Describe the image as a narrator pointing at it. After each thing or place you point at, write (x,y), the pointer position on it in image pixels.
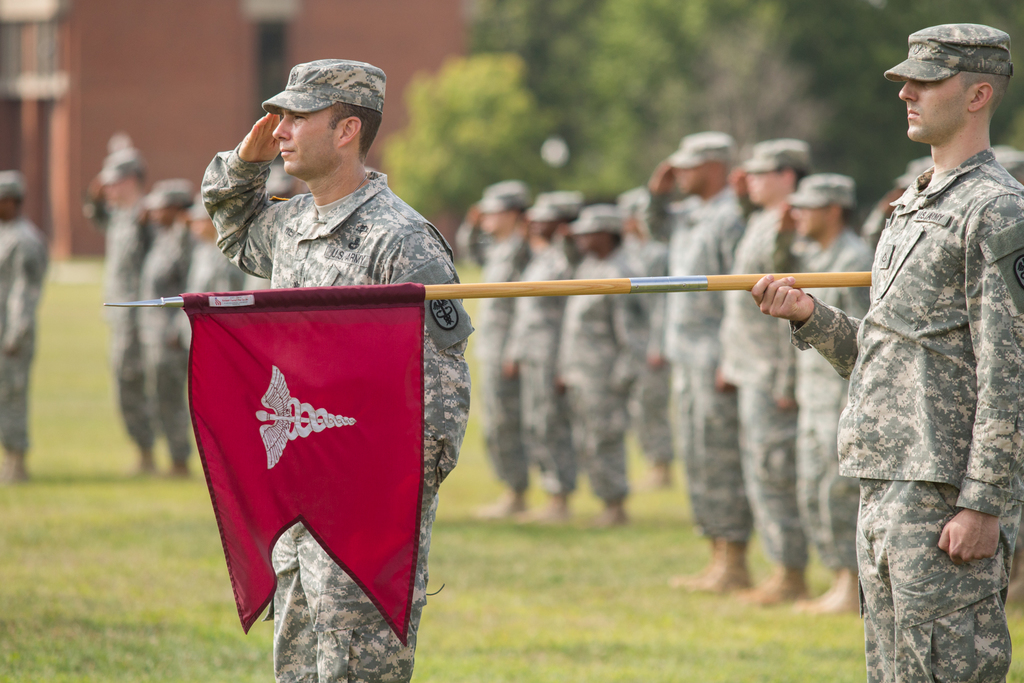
Bottom right side of the image (956,548) a man (935,393) is standing and holding a flag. Behind him few people (829,212) are standing. Bottom of the image (43,672) there is grass (483,463). Top right side of the image (839,114) there are some trees (452,162). Top left side of the image (103,160) there is a building (434,36).
